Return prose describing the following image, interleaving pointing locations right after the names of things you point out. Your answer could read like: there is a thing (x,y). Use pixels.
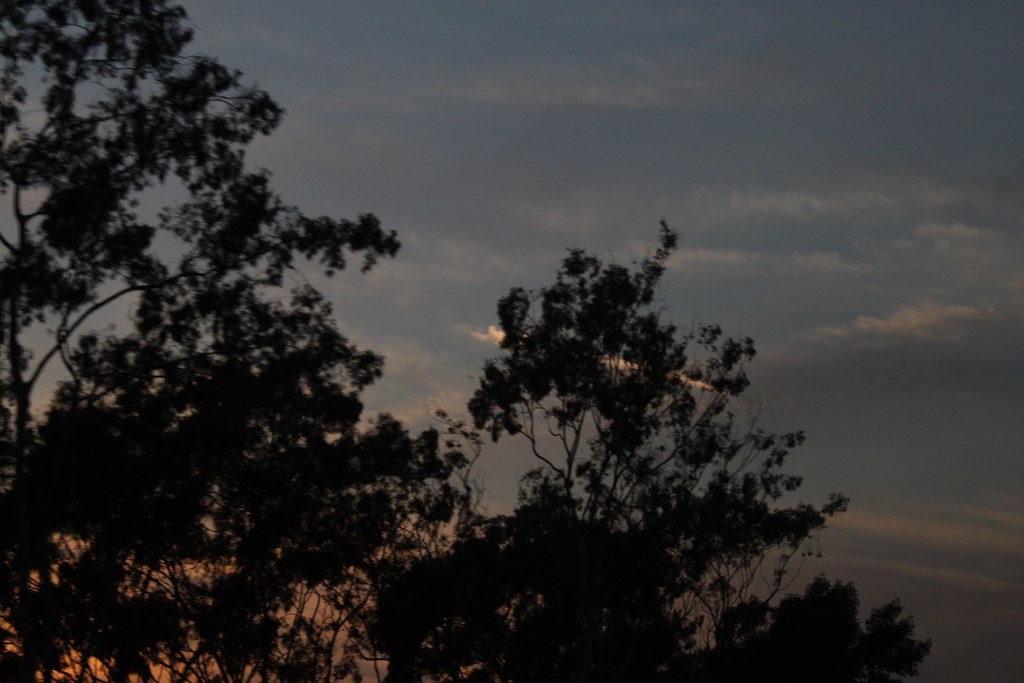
This is an outside view. In this image I can see many trees (149,346). At the top of the image (664,146) I can see the sky (792,197) and clouds (797,261).
